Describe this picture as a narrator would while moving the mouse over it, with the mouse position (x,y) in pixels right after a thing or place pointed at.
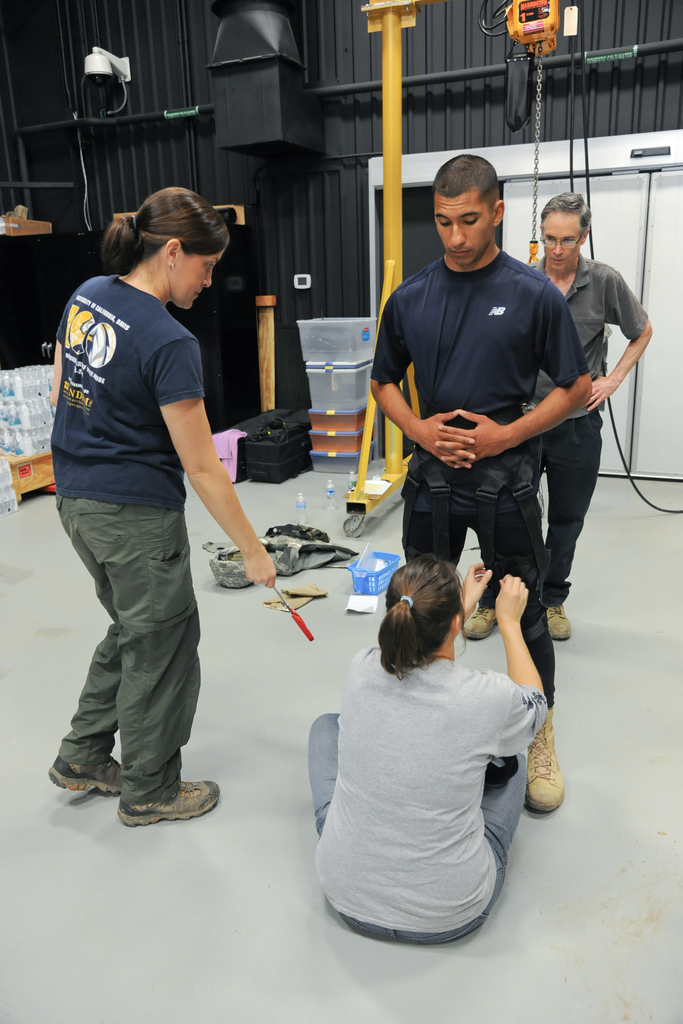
In this image there is a woman (405,760) sitting on the floor (469,643) and holding the pant (510,549) of a man (455,459) who is in front of her. At the top (526,66) there are hangers (524,37) to which there is a chain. On the left side (119,449) there is another woman (70,479) who is standing on the floor (321,604) and giving the screwdriver (278,594) to the woman (418,719). On the floor (346,641) there are baskets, bags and trays (321,330). At the top left corner (100,80) there is a webcam (101,80).
